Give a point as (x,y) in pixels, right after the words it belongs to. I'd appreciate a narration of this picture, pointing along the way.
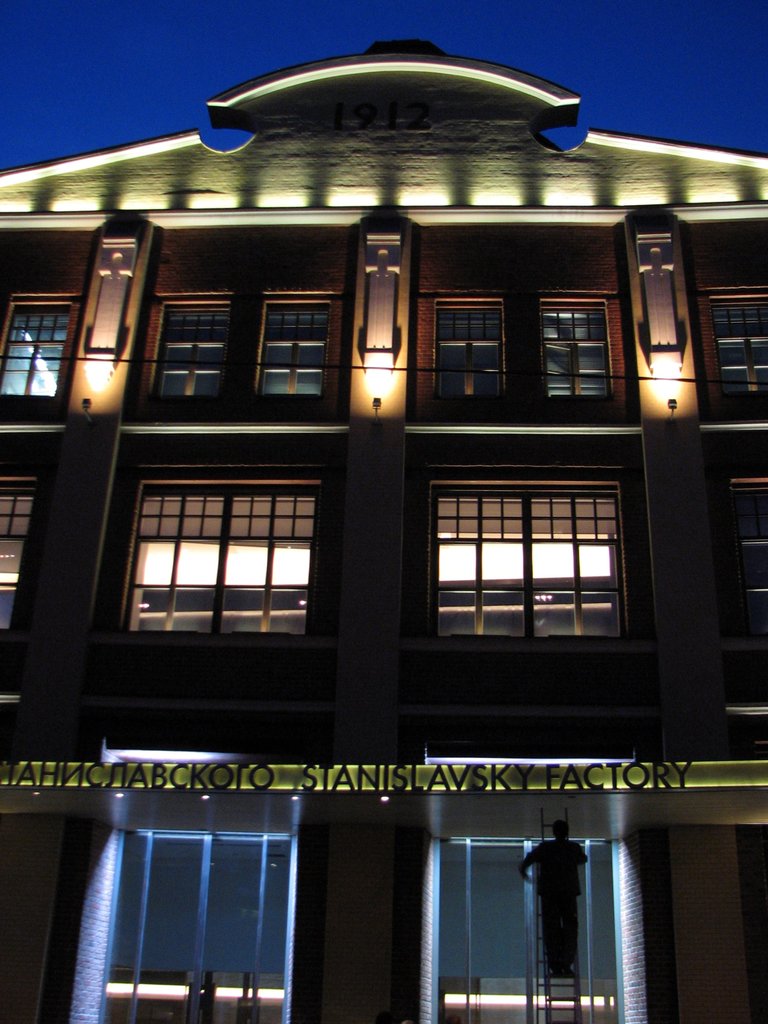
In this image there is a building (330,567) and on the building (370,631) there is some text (387,768) written on it and in front of the building (490,815) there is a person (561,906) climbing on the ladder (577,953) and on the building (144,392) there are lights (95,364), windows (499,530).
